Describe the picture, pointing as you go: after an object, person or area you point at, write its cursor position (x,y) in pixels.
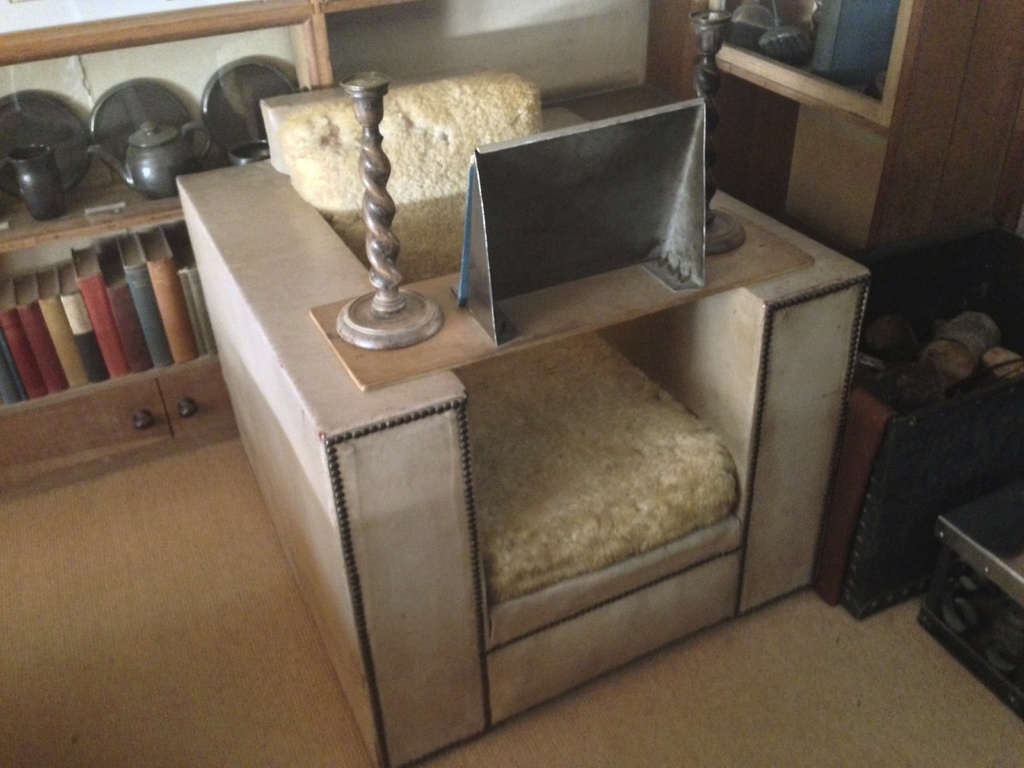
In the center of the image (410,447) there is a chair (517,485) and we can see an object (408,298) placed on the chair (546,505). In the background (142,87) there are shelves (757,40) and we can see books (109,302), jars (21,154) and plates (146,115) placed in the shelves (80,196). On the right (982,351) there are blocks (932,474).
